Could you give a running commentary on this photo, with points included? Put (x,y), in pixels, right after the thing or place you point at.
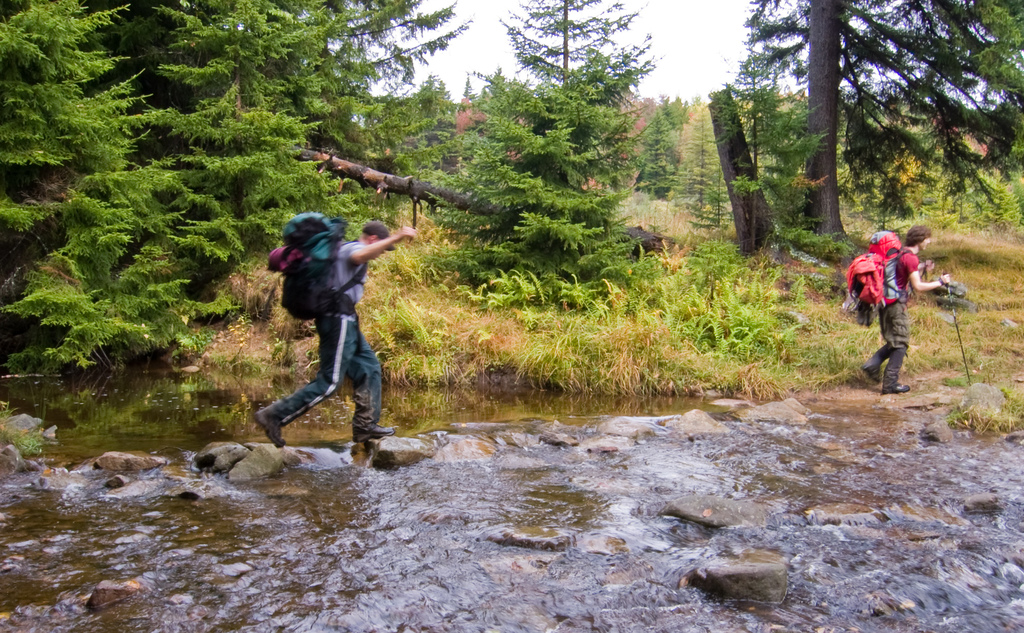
In this image I can see the water (661,498), few rocks (733,519) in the water (623,498) and two persons (339,294) standing wearing bags (334,305). In the background (192,154) I can see few trees (533,95) and the sky (689,54).
